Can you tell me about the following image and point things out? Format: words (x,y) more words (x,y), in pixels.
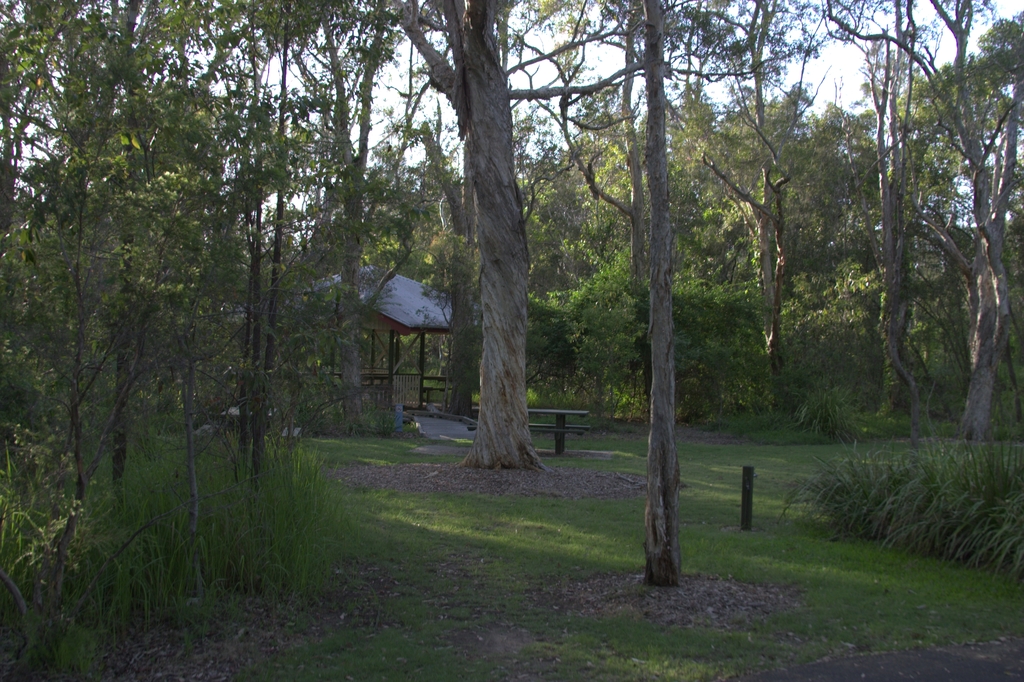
In this image, I can see the trees (68,220), plants (861,516), grass (161,479) and a shelter (437,302). In the background (355,133), there is the sky (860,73).
